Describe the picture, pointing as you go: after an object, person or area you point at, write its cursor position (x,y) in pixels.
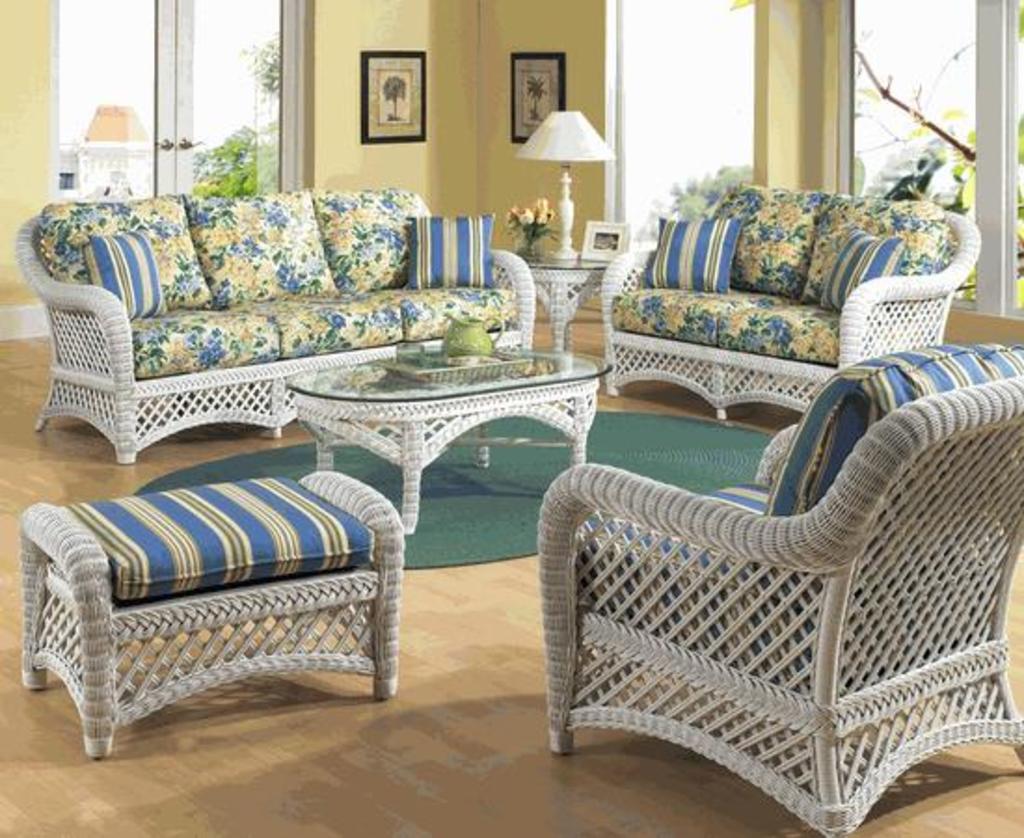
This picture is taken inside the house (467,53), There are some sofas (613,328) which are in white and cream color, There is a floor (399,801) which is in brown color, In the background (496,105) there are some walls (447,106) in yellow color and there are some glass doors (710,101).
